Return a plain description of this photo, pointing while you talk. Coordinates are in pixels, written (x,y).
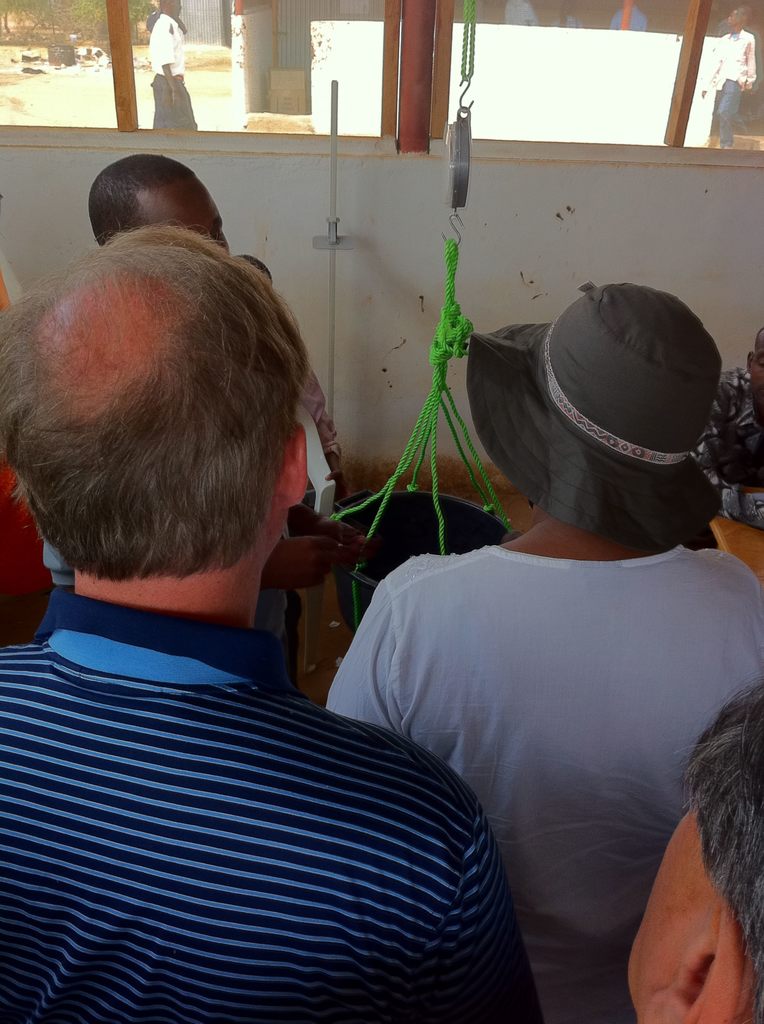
In this picture we can see there is a group of people (242,643) standing and in front of the people (345,544) there is a black object (383,557), ropes (433,356) and a hanger (457,207). Behind the people (213,317) there is a wall (323,181) and some people (163,49) are walking.
